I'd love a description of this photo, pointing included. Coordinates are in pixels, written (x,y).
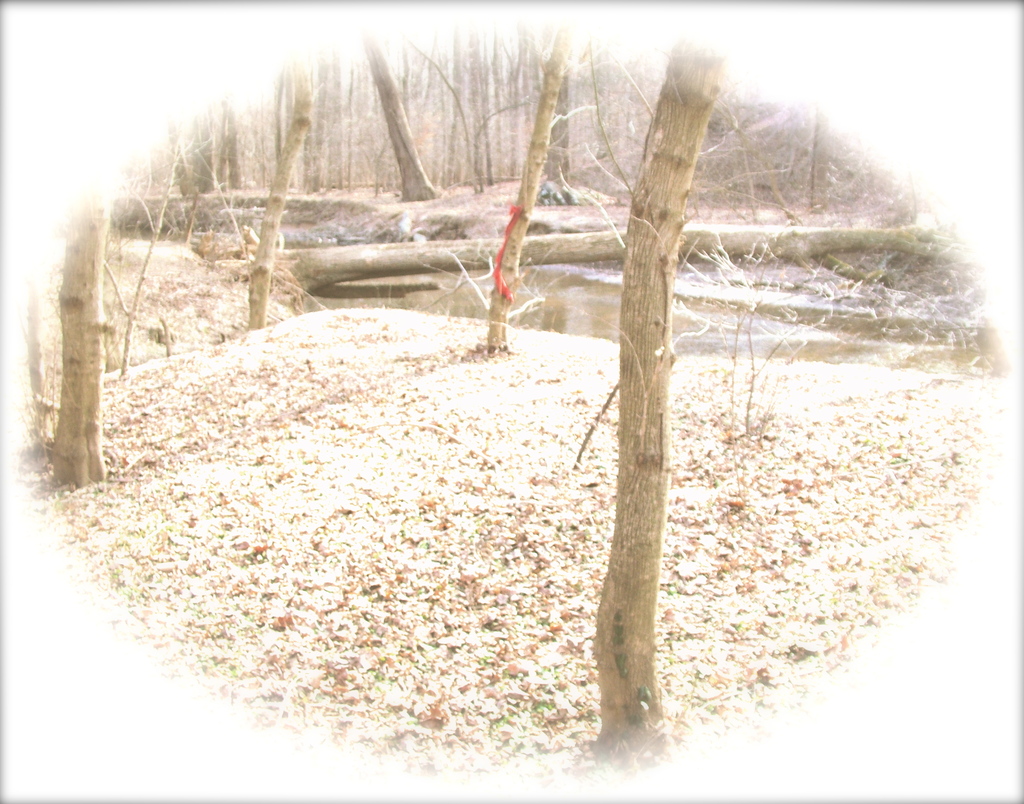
In the center of the image (573,307) there is water (597,307). At the bottom of the image (360,554) there is dried leaves (326,515). In the background of the image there are trees (513,128).
